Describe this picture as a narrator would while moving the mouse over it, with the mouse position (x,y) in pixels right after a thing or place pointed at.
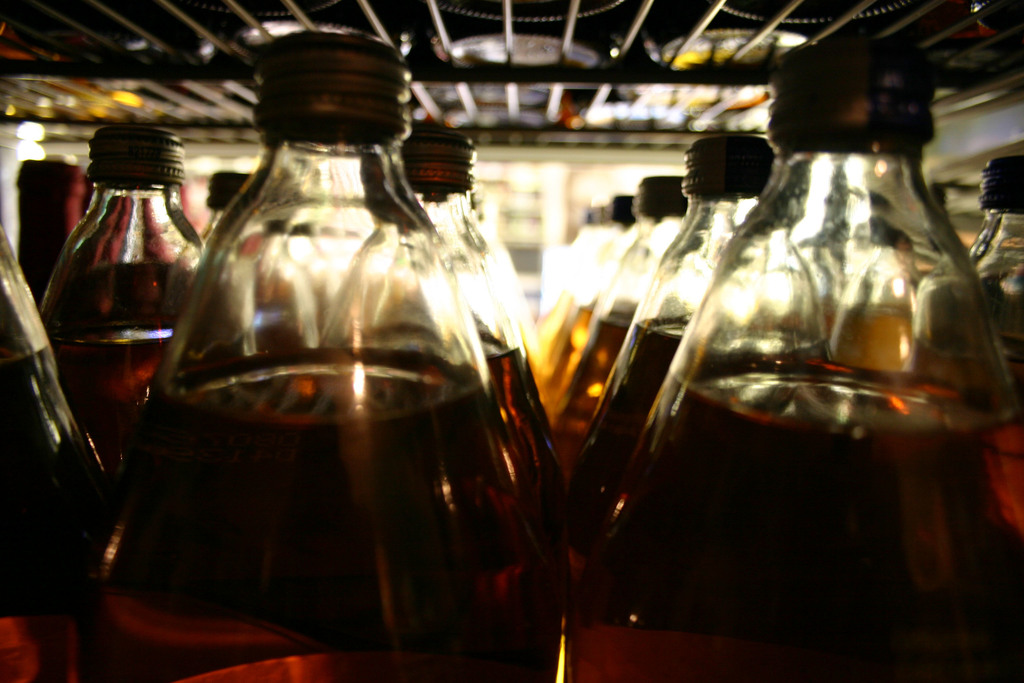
In this image there are many bottles (909,463) filled with a drink (281,377) in it and closed with a cap (313,102). At the top of the image (44,71) there is a grill (644,83).
